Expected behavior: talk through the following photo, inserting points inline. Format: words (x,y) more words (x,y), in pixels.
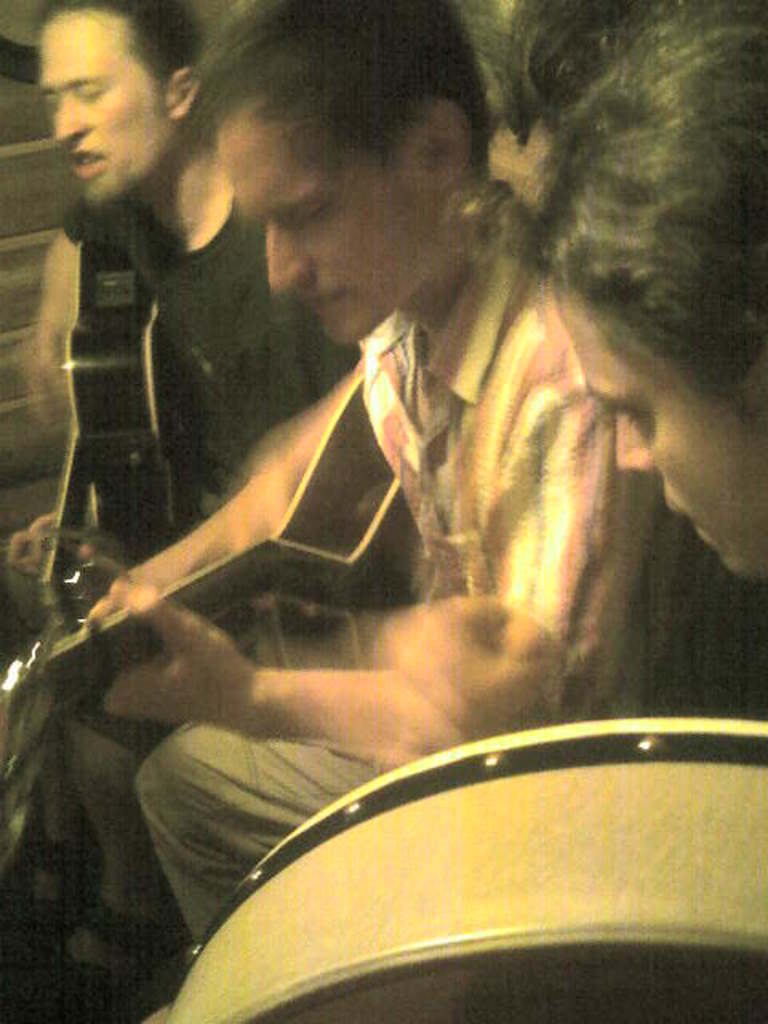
In this picture we can see few people (318,433) are playing musical instruments (670,862).
